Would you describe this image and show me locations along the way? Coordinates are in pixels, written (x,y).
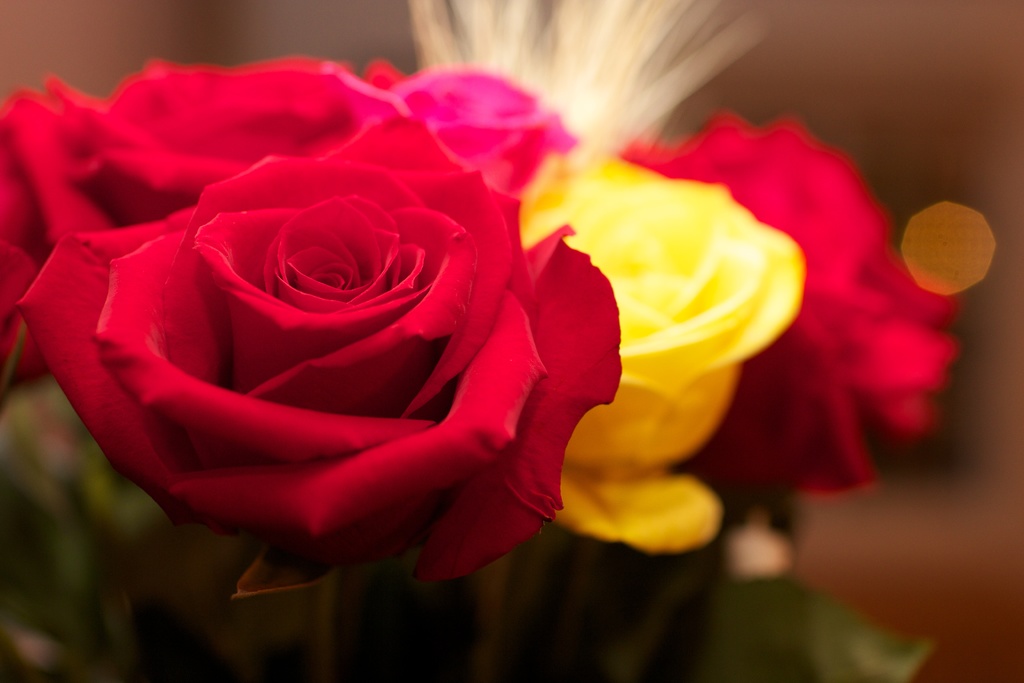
In this image we can see the flowers (506,353). The background (826,22) is blurry.
